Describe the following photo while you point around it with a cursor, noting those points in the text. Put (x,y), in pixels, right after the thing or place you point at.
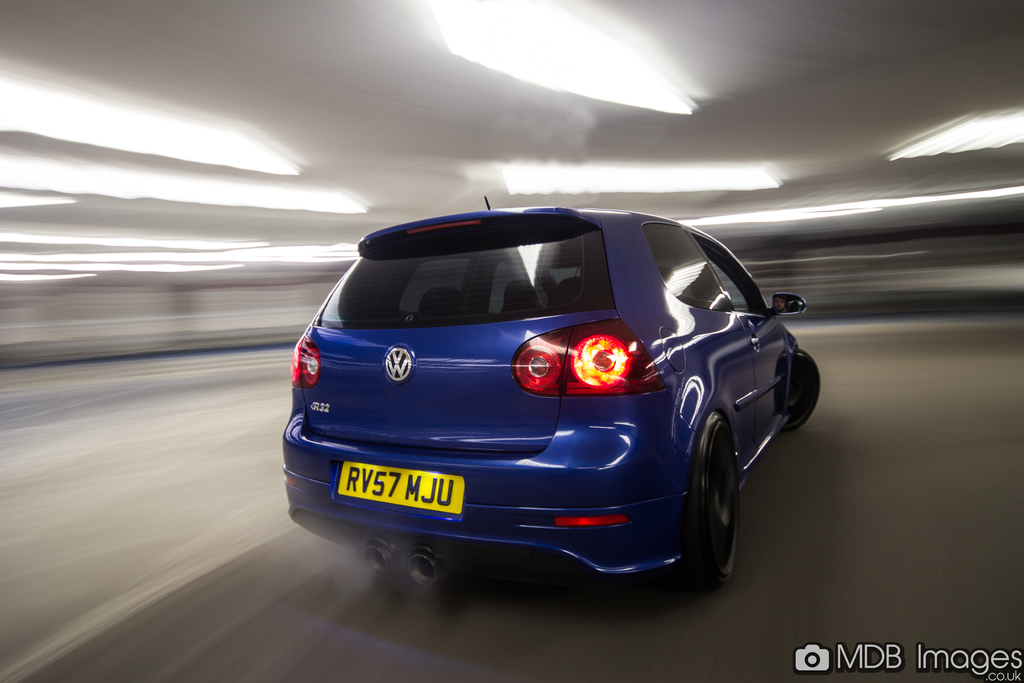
In this image, there is a blue color Volkswagen car (297,415), on that car (485,514) there is a yellow color number plate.
